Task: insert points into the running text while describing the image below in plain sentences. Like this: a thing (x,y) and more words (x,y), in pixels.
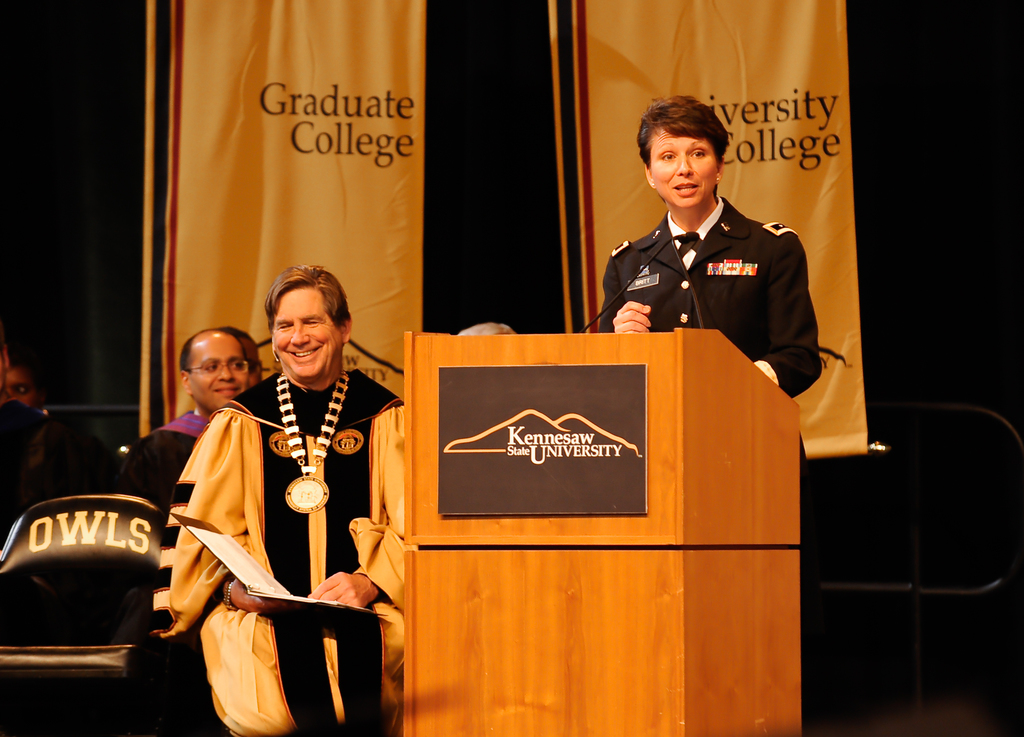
In this image there is a women (717,187) standing in front of a podium (587,719) beside that women (706,147) there are few men (148,439) sitting, in the background (75,40) there is a black curtain (951,83) and there are two banners (306,41).
